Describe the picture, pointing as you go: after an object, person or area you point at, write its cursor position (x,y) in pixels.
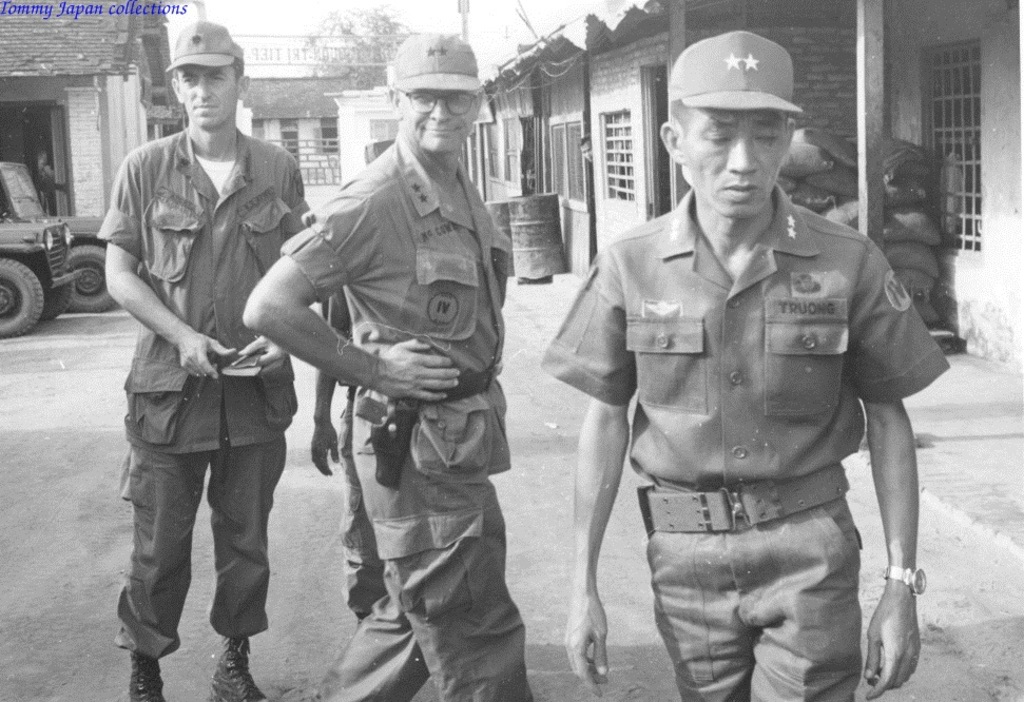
In the foreground of this image (386,460), there are three men (415,492) walking on the road (296,653). In the background (580,60), there are houses (107,124), vehicles (93,221), drums (527,212), a pole (868,169) and the gunny bags (894,237).
